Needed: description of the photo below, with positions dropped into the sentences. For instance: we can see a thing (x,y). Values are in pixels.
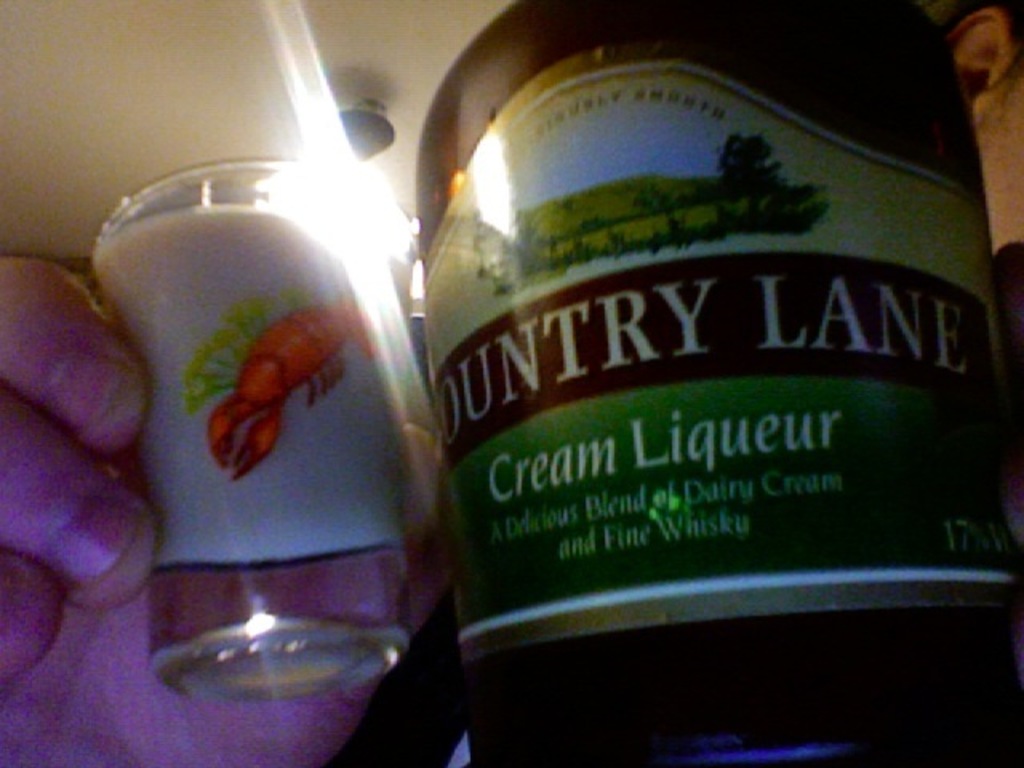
As we can see in the image there is a bottle (744,419) and a glass (324,361).
